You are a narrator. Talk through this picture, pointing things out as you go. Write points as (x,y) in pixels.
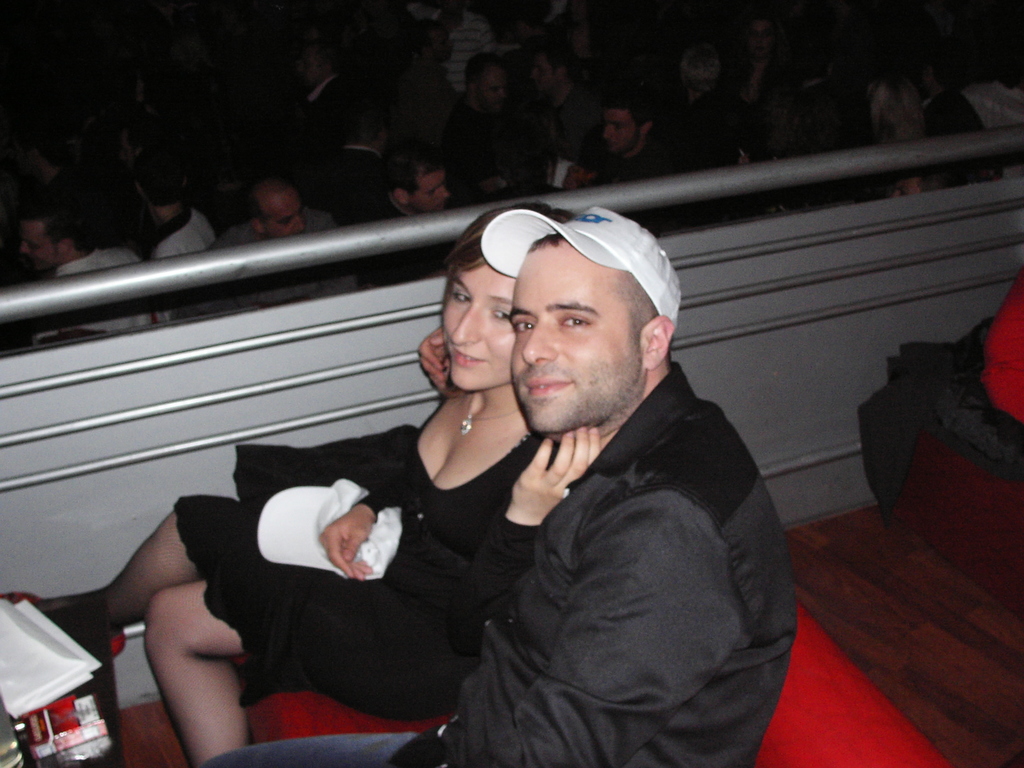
There is one man (621,439) and a woman (448,540) sitting on a sofa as we can see at the bottom of this image (394,688) and we can see a wall (779,305) in the background (791,296). There is a crowd (399,170) at the top of this image (424,140). There is a white color paper (67,662) and other objects (63,721) are present in the bottom left corner of this image (82,707).
